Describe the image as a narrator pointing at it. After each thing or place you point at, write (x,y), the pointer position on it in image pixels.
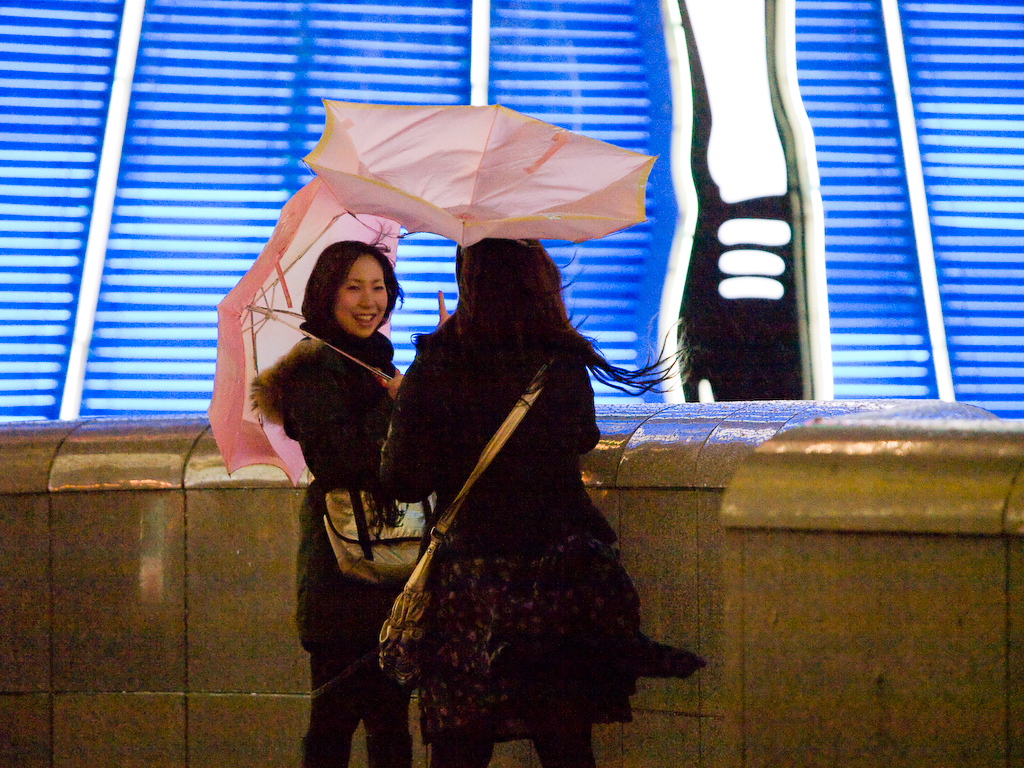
There are two ladies (371,441) wearing bags (406,603). They are holding umbrellas (304,233). Near to them there is a wall (699,691). In the back (927,278) there is a wall (570,100) with blue and white color.
